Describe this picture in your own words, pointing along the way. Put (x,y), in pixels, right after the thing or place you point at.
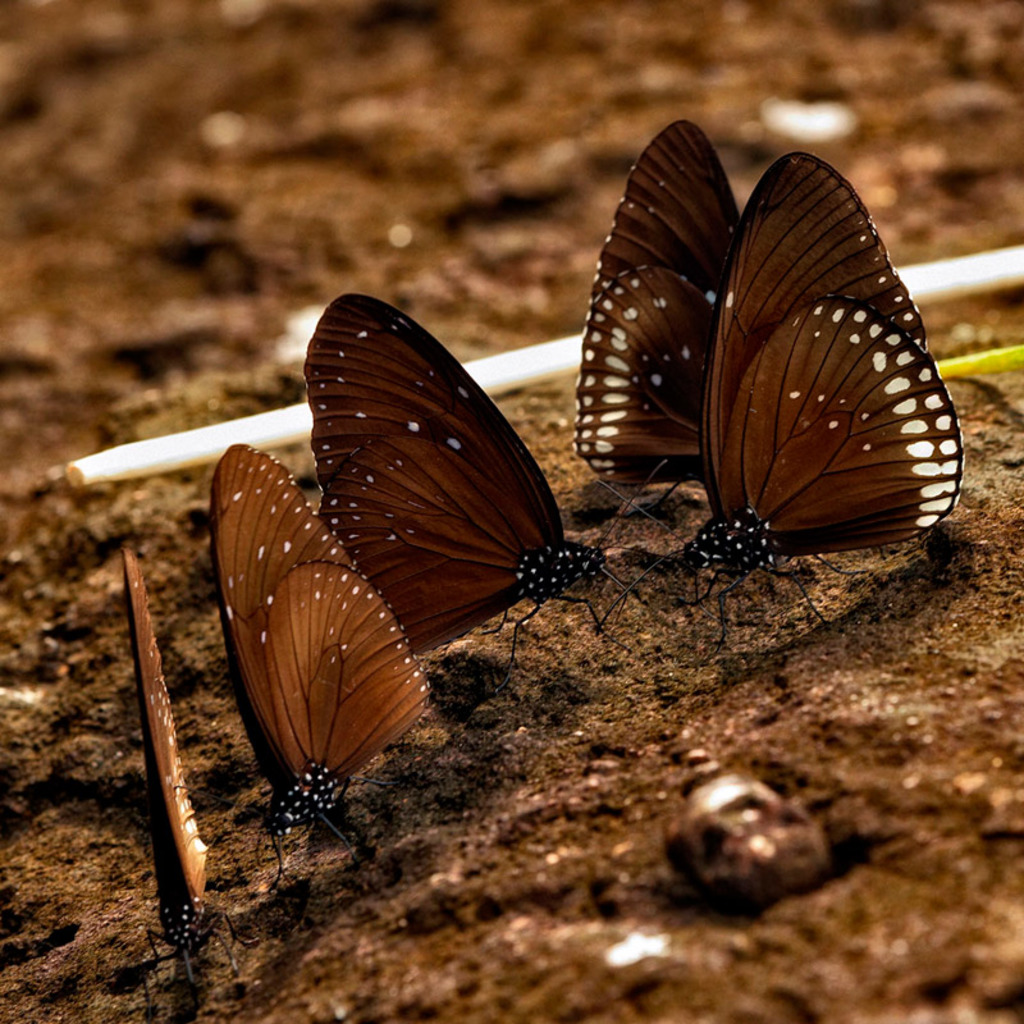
In this image there are five butterflies (507,479) on the ground (566,768). Behind them there is a stick (518,357) on the ground (962,250). At the top (369,131) it is blurry.
